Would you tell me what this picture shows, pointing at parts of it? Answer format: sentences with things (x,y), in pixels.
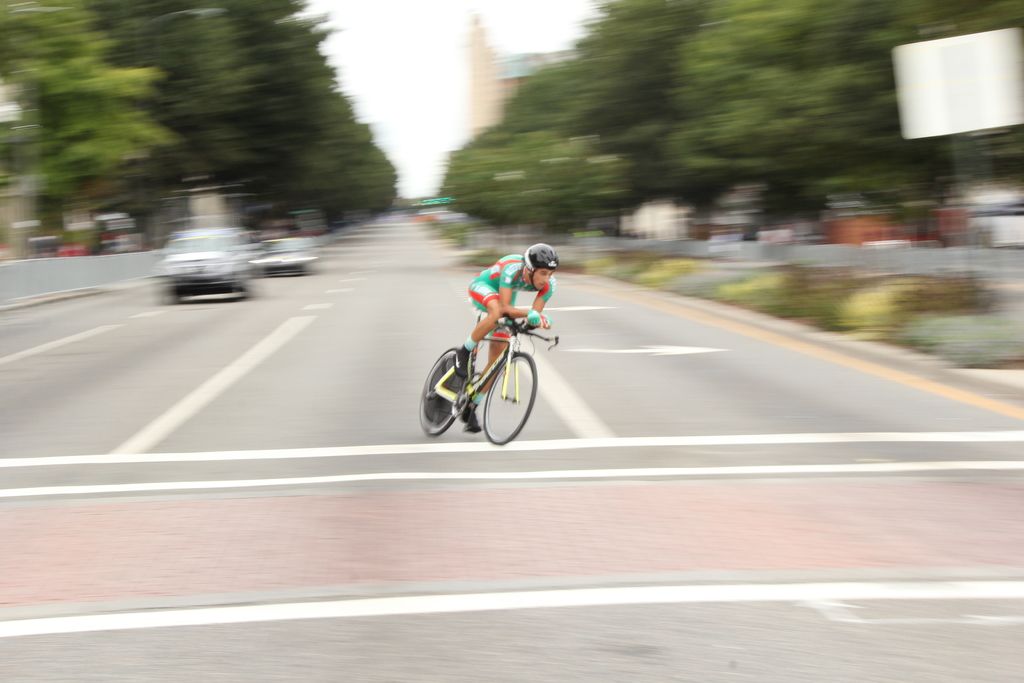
In this image I can see the vehicle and one person (467,413) riding the bicycle (432,379) on the road (392,363). On both sides of the road (229,339) I can see many trees (605,208). In the background (427,117) I can see the building (497,86) and the sky (402,70). I can see the image is blurred.
